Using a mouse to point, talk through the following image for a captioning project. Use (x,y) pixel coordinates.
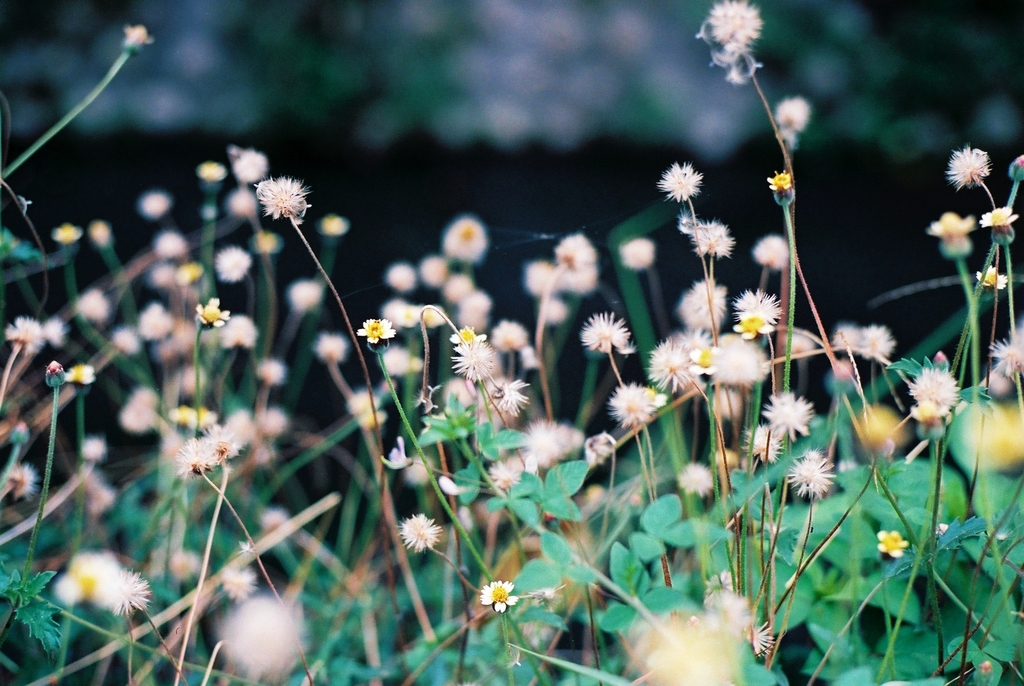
In this image I can see there are flower plants (557,482).
